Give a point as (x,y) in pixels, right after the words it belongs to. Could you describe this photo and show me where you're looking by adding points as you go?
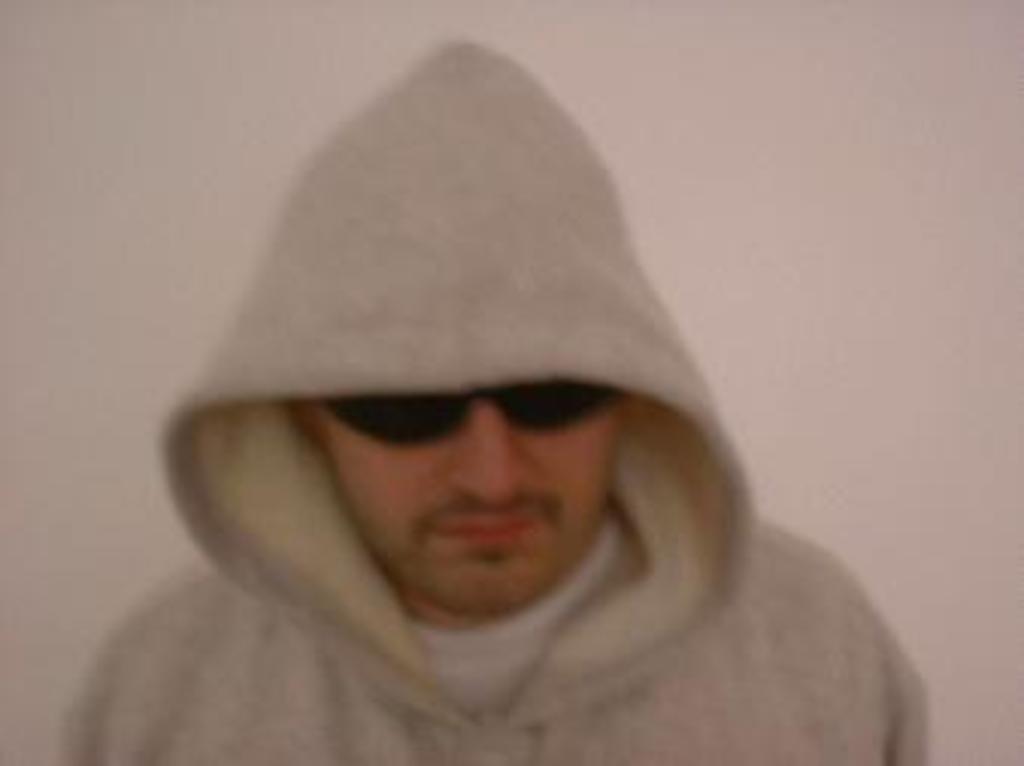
In this image we can see the man (498,397) wearing the black color glasses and in the background (165,267) we can see the plain wall (895,147).
